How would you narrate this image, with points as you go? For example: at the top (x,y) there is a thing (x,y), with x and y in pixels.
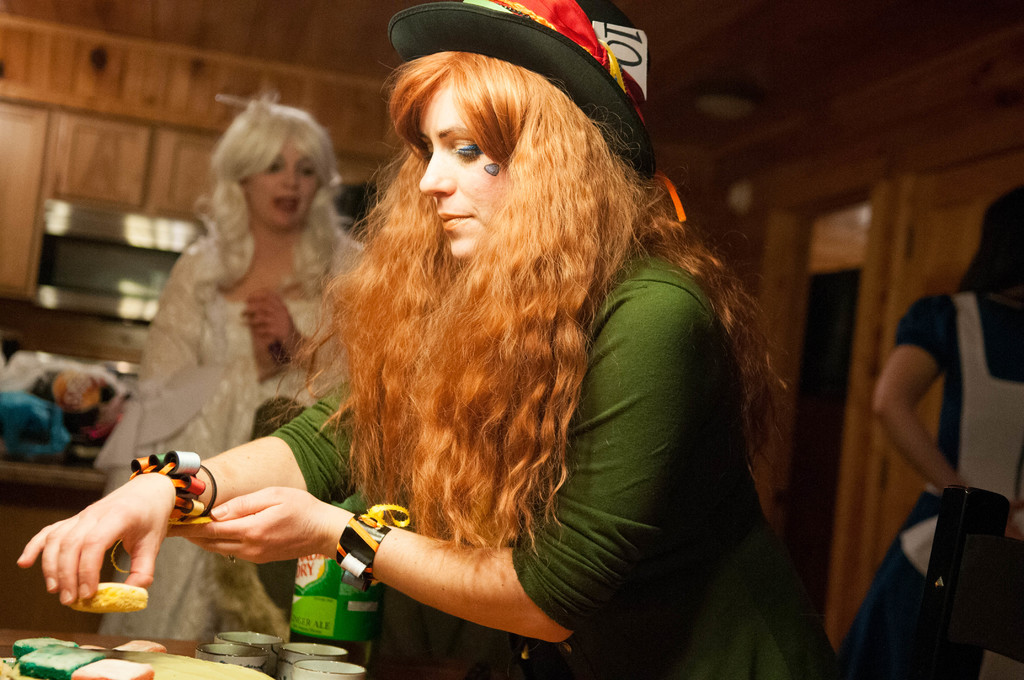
In the center of the image (672,268) we can see a lady (454,579) standing and holding a cookie (114,590) in her hand (74,577). At the bottom (330,628) there is a table (12,638) and we can see a bottle (321,638), cups (277,651) and some food (105,676) placed on the table (68,634). In the background (900,388) there are ladies (909,356), door (844,363) and cupboards (135,153).
